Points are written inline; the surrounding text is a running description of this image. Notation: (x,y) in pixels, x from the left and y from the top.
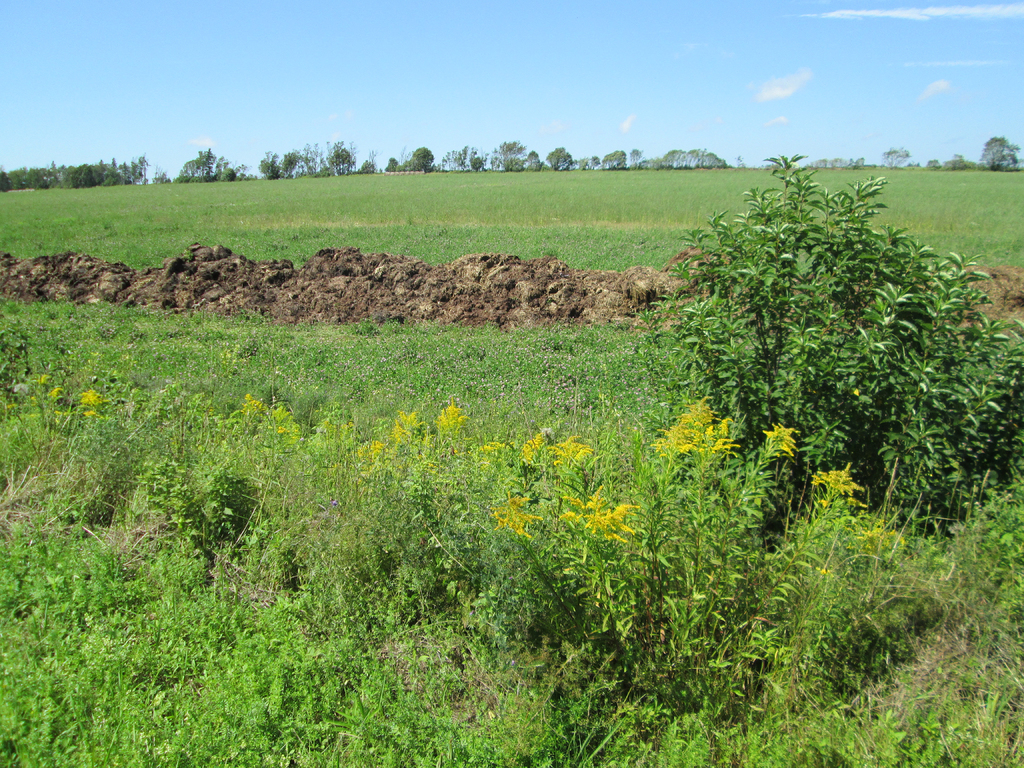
Land (224,202) is covered with grass (472,427). Here we can see plants (440,550). Far there are trees (523,157). Sky (438,157) is in blue color.
